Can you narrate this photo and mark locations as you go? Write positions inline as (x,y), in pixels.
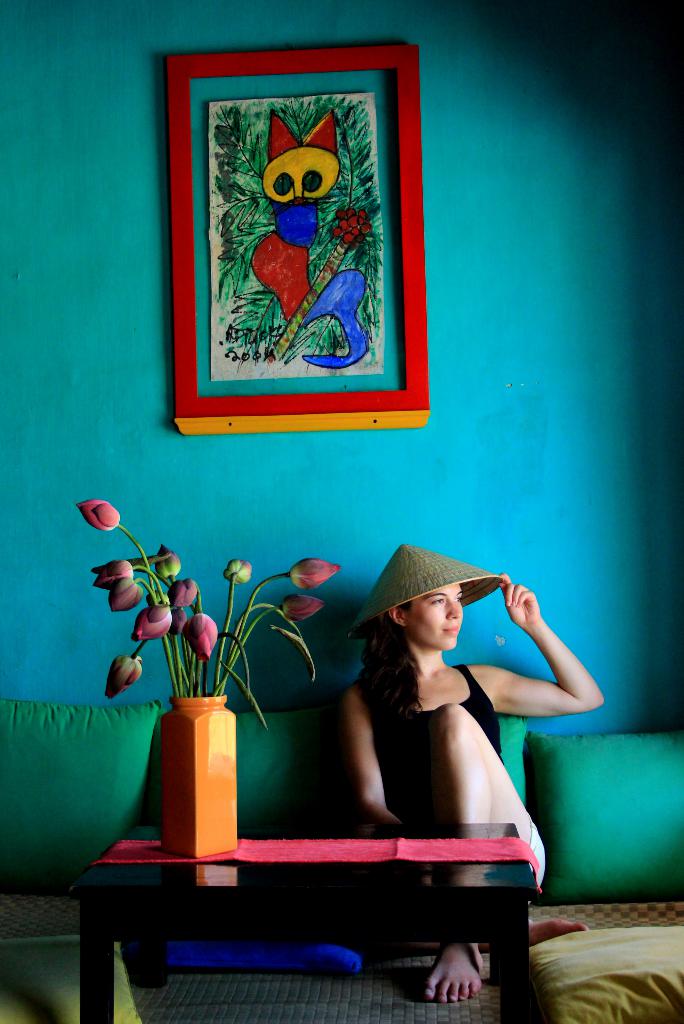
We can see a painting frame (291,319) over a wall (558,395). Here we can see one woman (533,620) sitting on a sofa (304,753). She wore a hat (469,584). This is a table (295,902) and we can see a flower vase (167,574) on it.
